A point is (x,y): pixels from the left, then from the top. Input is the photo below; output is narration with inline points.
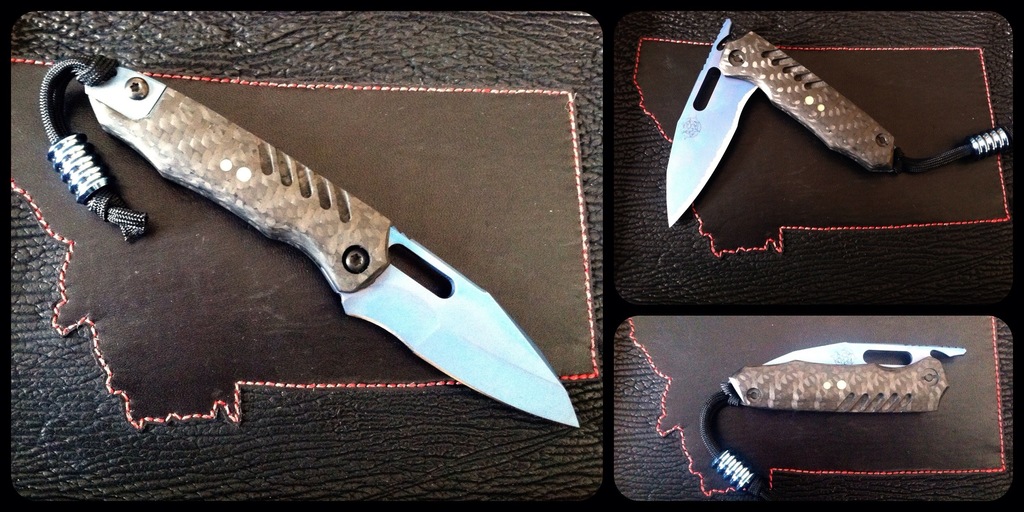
As we can see in the image there is a table (222,281). On table (569,233) there are knives (950,350).
